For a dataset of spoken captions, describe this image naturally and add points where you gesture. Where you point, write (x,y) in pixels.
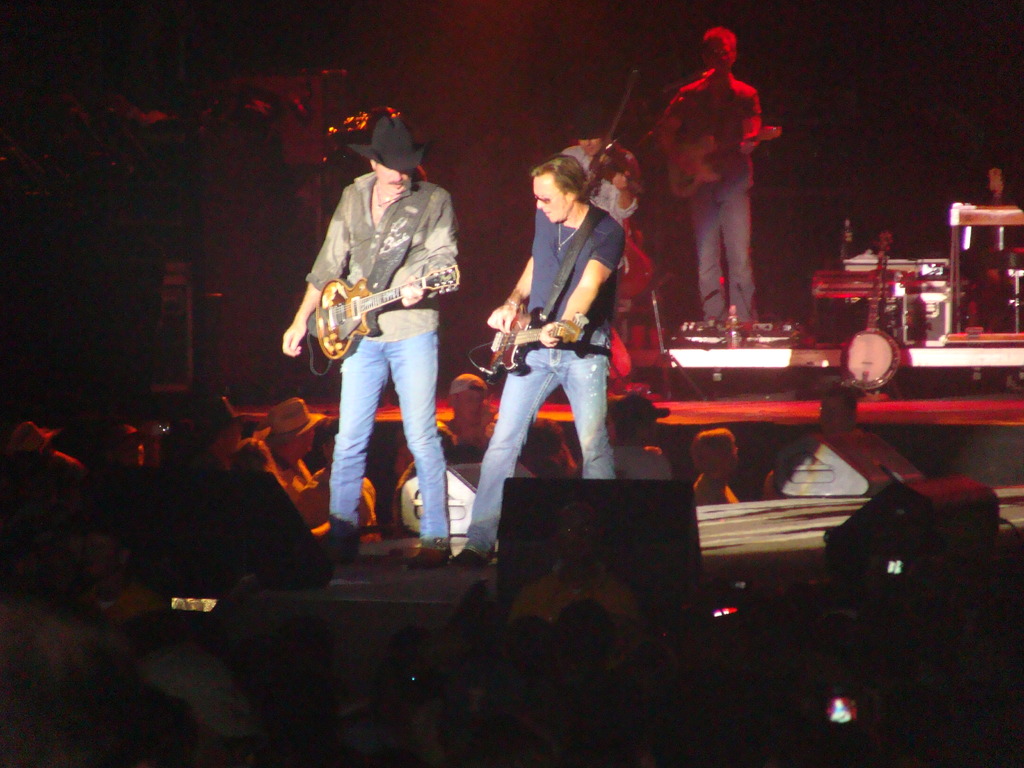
It seems like a musical concert is going on. Few people (423,393) are playing guitar (347,327) on the stage (760,355). On the stage (750,365) there are few other instruments (851,338). In front of them people (104,593) are standing.
